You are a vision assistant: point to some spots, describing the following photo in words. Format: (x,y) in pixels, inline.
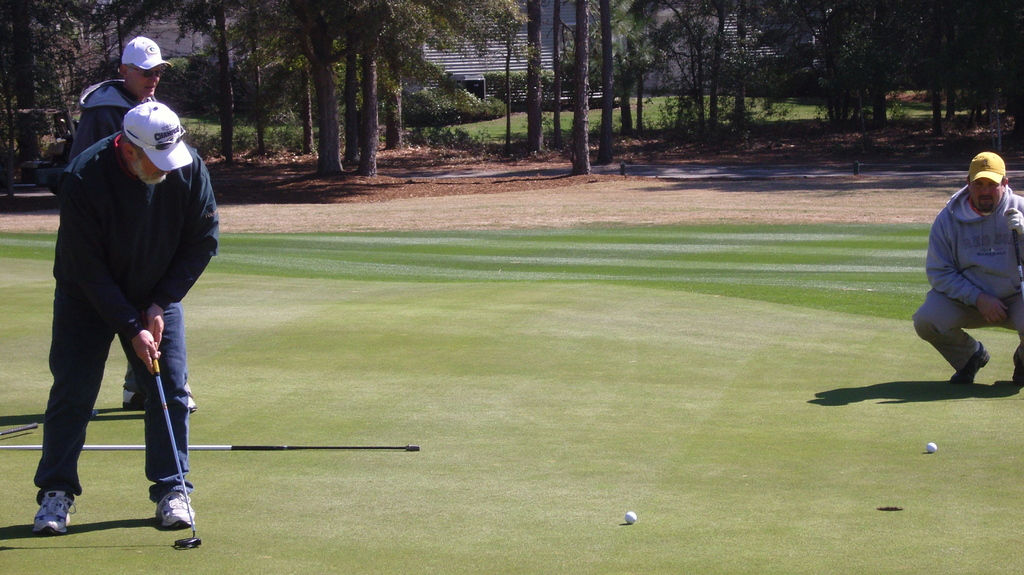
This picture might be taken on a golf course (325,364). In this image, on the right side (972,212), we can see a man (994,253) is in squat position. On the left side (169,157), we can see two men (174,197) are standing on the grass (207,481), one man (166,339) is standing and holding a golf club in his hand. In the middle of the image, we can see a ball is on the grass (728,541). In the background (222,81), we can see some trees (514,21), building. At the bottom (506,432), we can see a grass (410,474) and a stick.
